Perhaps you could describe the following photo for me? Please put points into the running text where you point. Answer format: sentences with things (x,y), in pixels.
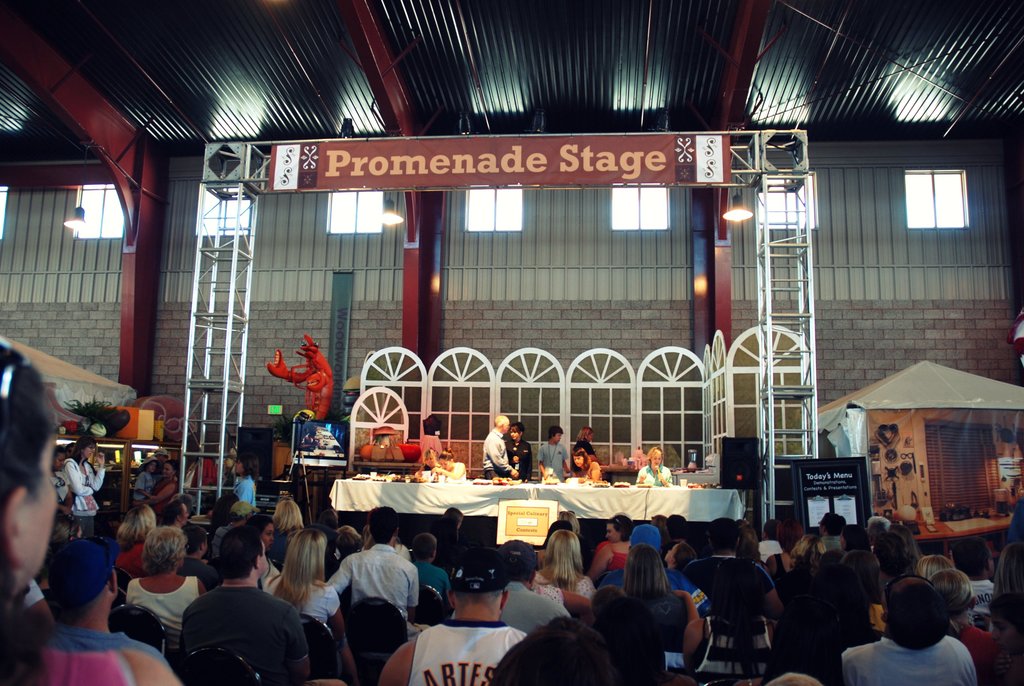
This image consists of many people (337,561). In the front (263,536), we can see few person (518,476) in front of the table (711,512). The table (670,509) is covered with a white cloth (475,510). And we can see a stand (274,188) on which there is a banner (665,180). At the top (571,77), there is a roof (683,79). In the background (390,289), there is a wall (996,339). On the right (948,466), there is a small hut (969,480).
